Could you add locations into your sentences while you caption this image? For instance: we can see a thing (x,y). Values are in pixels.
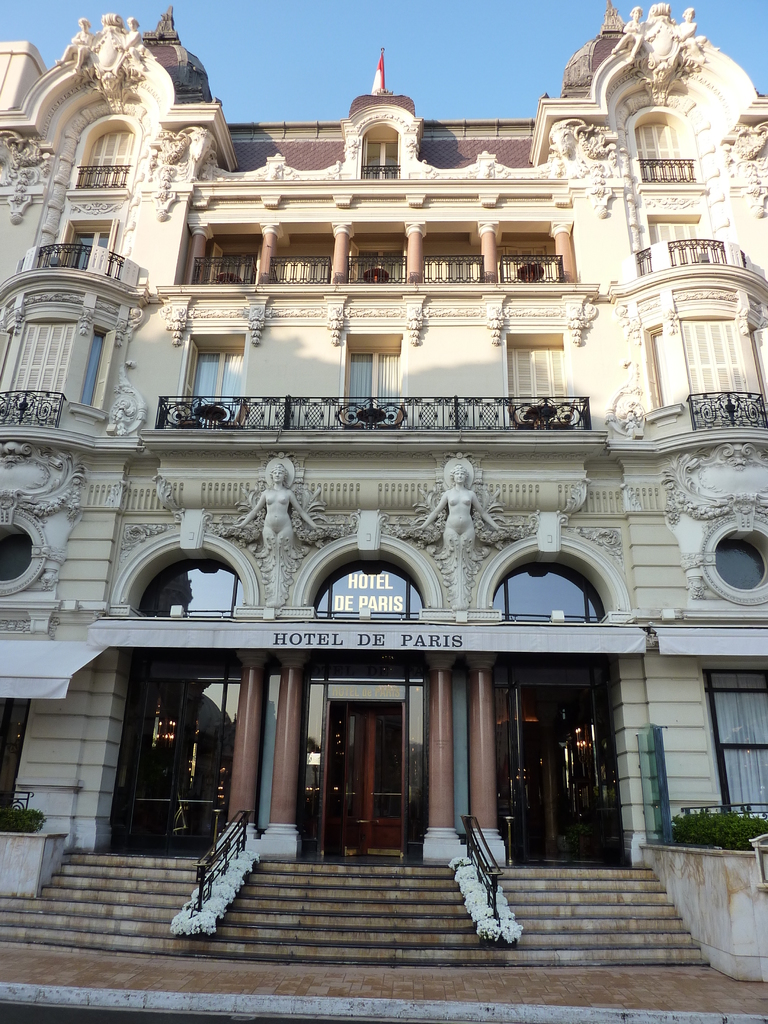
In the center of the image (261,649) we can see a building (461,514), windows (740,700), sculptures (449,476) on the wall (474,463), balconies (195,404), pillars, text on the wall (414,491). At the bottom of the image (329,754) we can see the stairs (374,915), railing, door (335,796), plants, road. At the top of the image (333,61) we can see the sky (365,67) and the flag (378,81).
